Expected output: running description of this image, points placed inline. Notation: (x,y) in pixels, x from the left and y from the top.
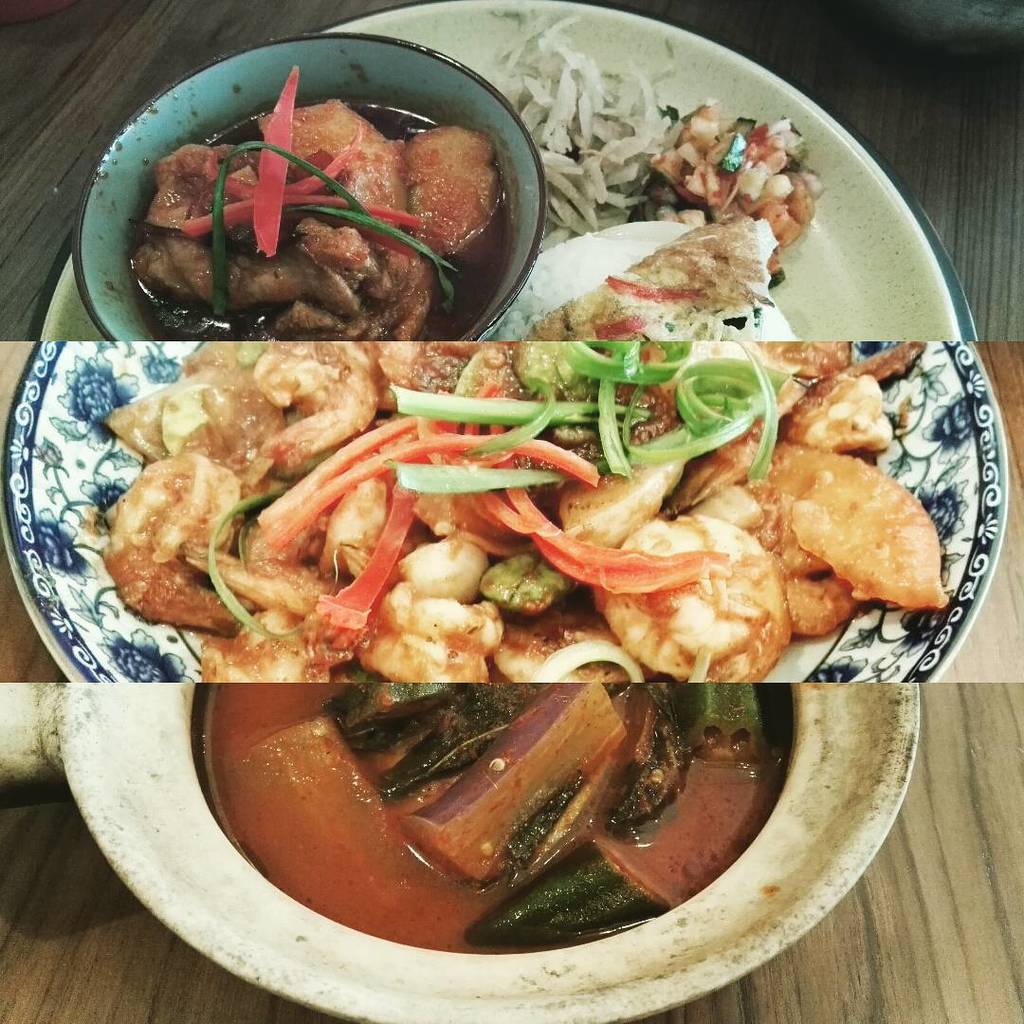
This picture is a collage of three images. All the three images consists of some food items (371,474) placed in the bowls (122,795) and plates (924,403). The plates (650,589) were in white colour placed on the tables (101,121). We can observe onions (569,211), tomatoes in this picture.
